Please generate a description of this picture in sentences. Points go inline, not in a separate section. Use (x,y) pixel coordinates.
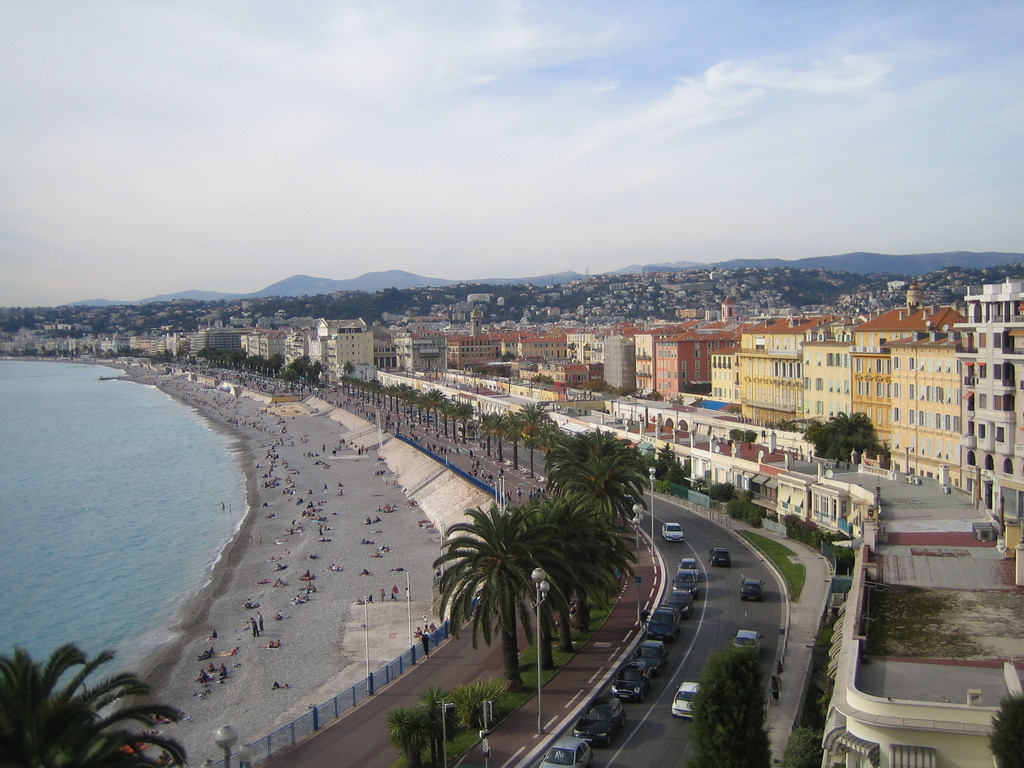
On the left (257,550) it is beach (271,491), on the left (224,475) there are people (309,555), sand (311,570), water (60,489) and trees (84,717). This is a picture of aerial view of a city (719,420). In this picture there are buildings (722,462), road (661,514), trees (566,601), vehicles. In the background (439,289) there are trees (810,283) and hills (444,300). Sky (503,194) is cloudy.
